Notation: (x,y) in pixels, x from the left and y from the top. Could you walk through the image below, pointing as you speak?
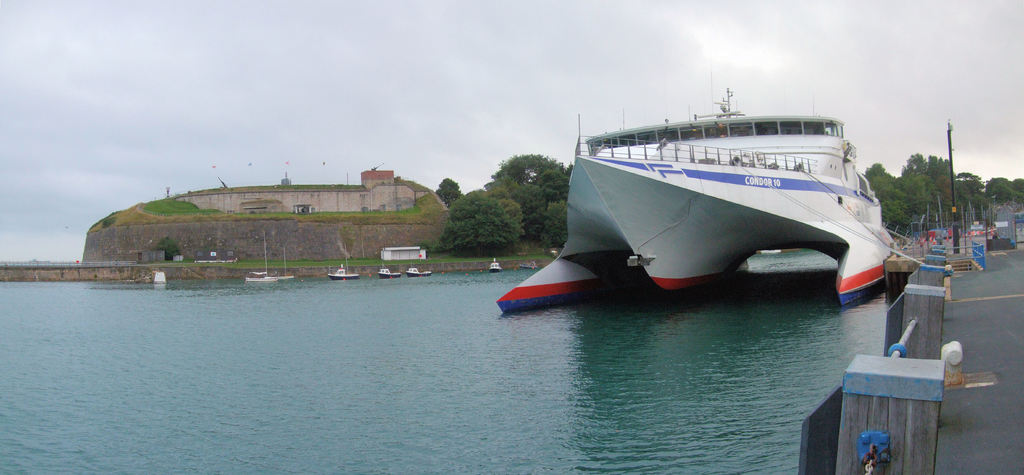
There are boats (426,275) and a ship (539,283) on the water (460,389). This is a road (1003,319). Here we can see trees (544,175), poles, boards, and a house (335,191). In the background (433,116) there is sky (741,88).
